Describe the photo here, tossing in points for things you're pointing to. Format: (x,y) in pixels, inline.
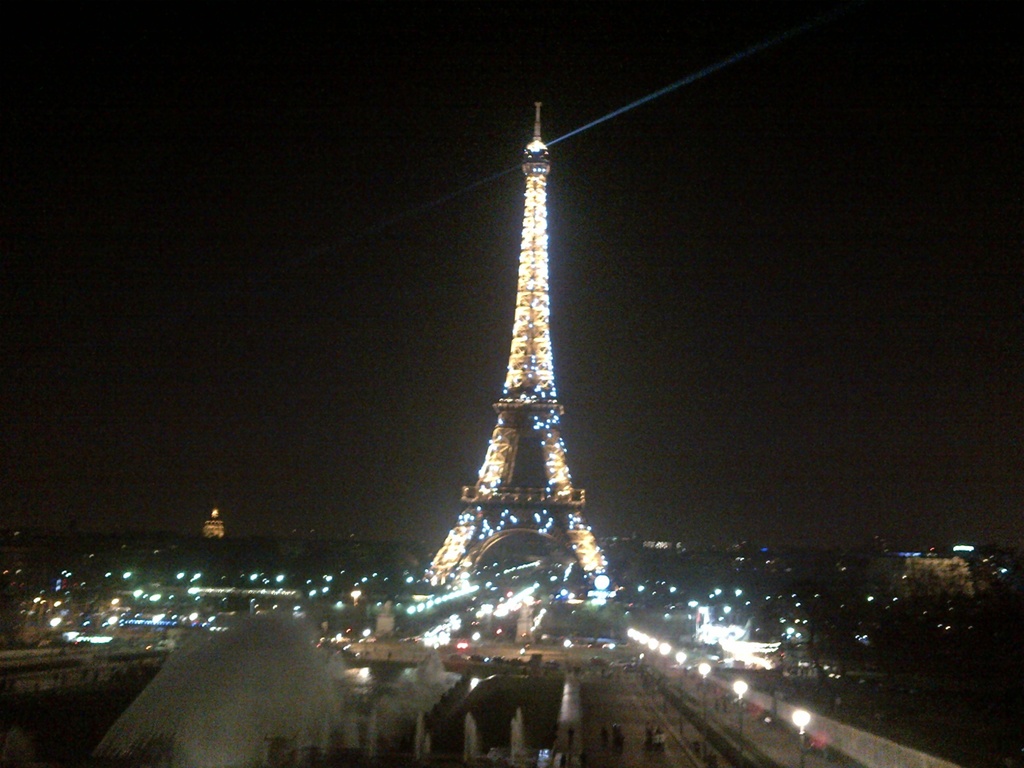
In the center of the image (468,491) we can see eiffel tower (532,476). At the bottom (583,741) there is a road (636,663) and we can see vehicles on the road (616,666). There are lights (798,717). In the background (282,568) there are buildings (664,555) and sky (377,337).
